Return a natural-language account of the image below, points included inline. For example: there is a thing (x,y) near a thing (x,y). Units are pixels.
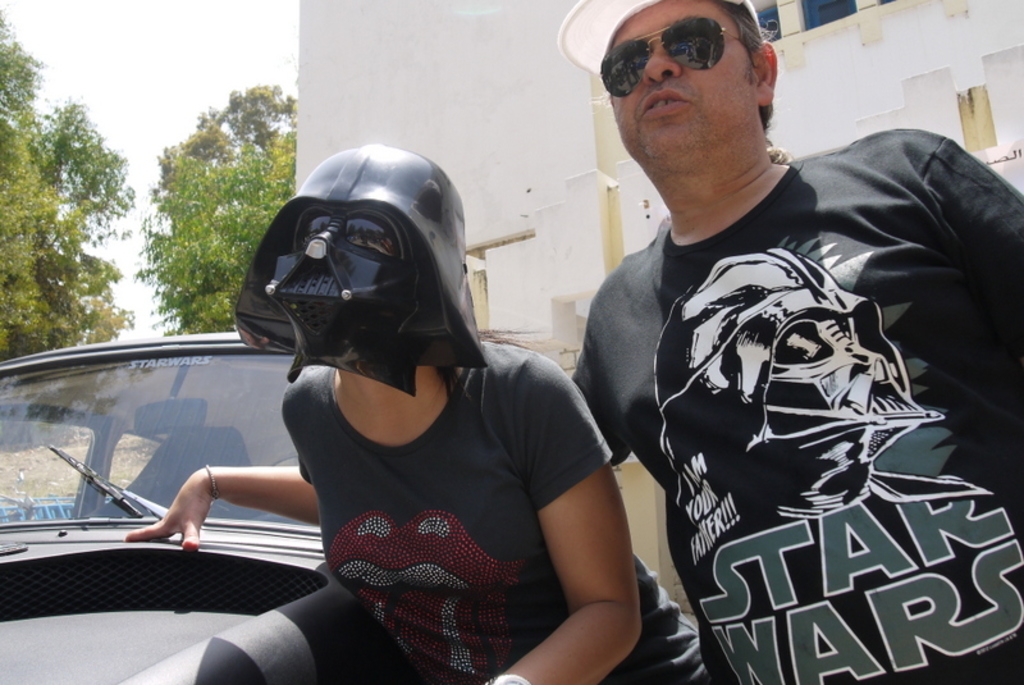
In this image we can see two people (714,578) and among them one person (553,452) is wearing a mask (373,173) and beside there is a car (21,614). In the background (75,136), we can see a building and a few trees (217,155).
